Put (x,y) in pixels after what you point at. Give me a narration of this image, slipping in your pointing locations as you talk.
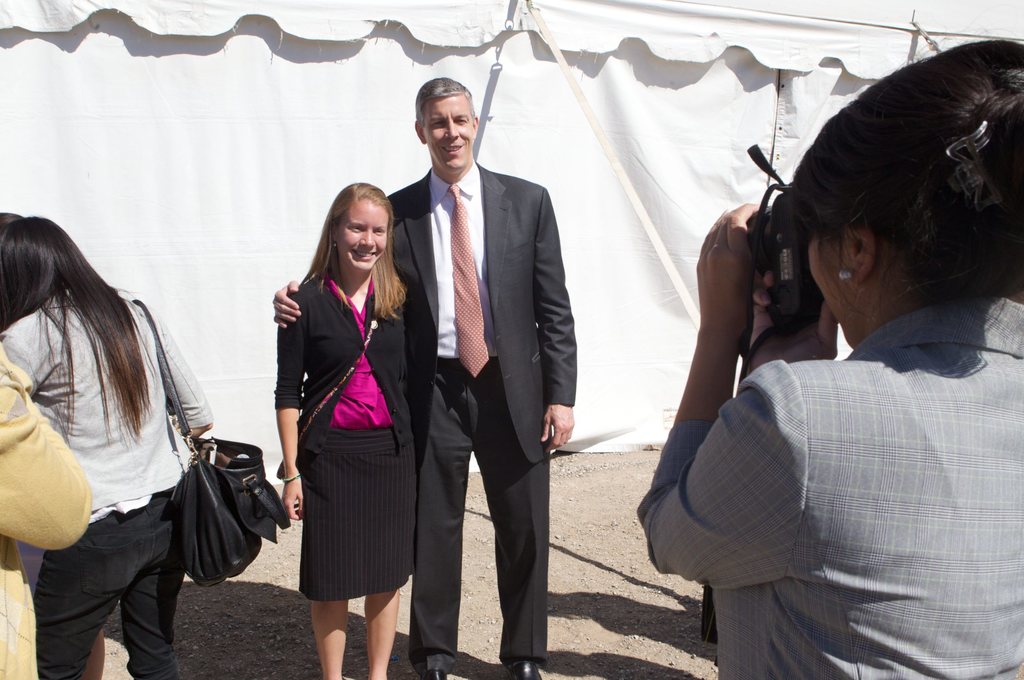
In this image I can see two persons (493,325) wearing black colored dresses (422,384) are standing and smiling. I can see a person (869,447) standing and holding a camera (767,239) and two persons (100,460) standing. In the background (156,173) I can see a white colored tent (553,88).
